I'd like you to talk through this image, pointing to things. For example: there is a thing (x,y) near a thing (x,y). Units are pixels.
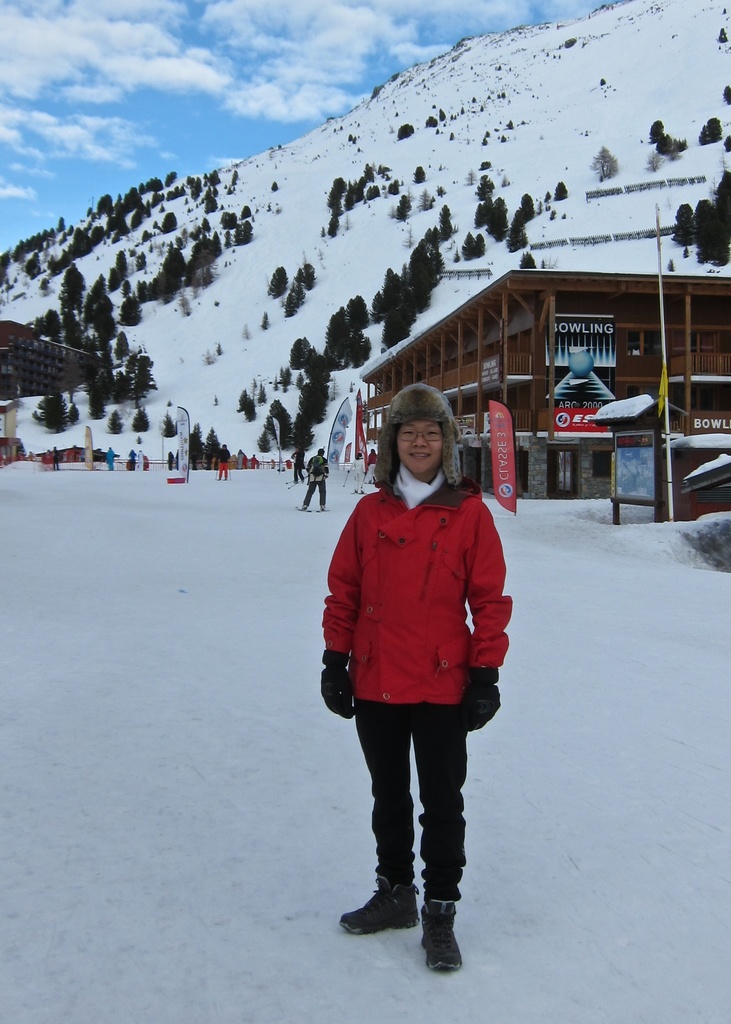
The person (467,642) wearing red dress (412,648) is standing on snow (419,961) and there is a building (523,396) behind him and there is a mountain (384,181) covered with snow (257,246) and there are trees (419,176) on it.
